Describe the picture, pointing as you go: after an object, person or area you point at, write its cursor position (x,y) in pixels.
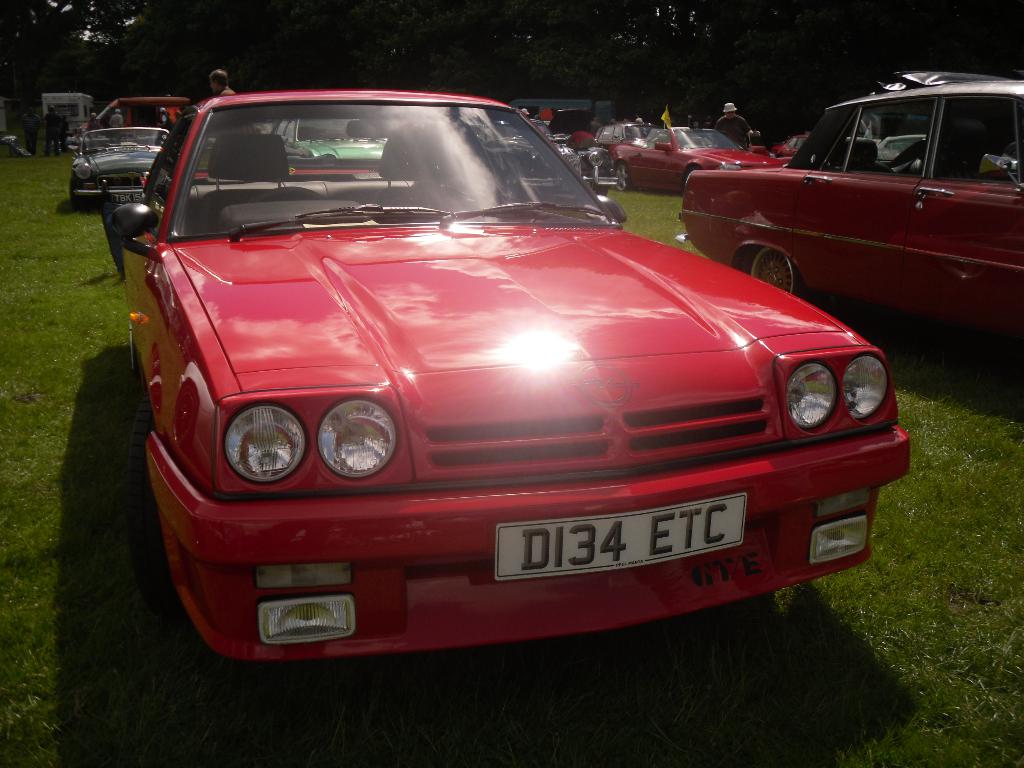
This picture shows a few cars (483,167) parked and we see few people (221,80) standing and few cars (482,153) are red in color and we see a man (731,136) wore a hat (727,109) on his head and we see trees (591,59) and grass (967,558) on the ground (967,558).
